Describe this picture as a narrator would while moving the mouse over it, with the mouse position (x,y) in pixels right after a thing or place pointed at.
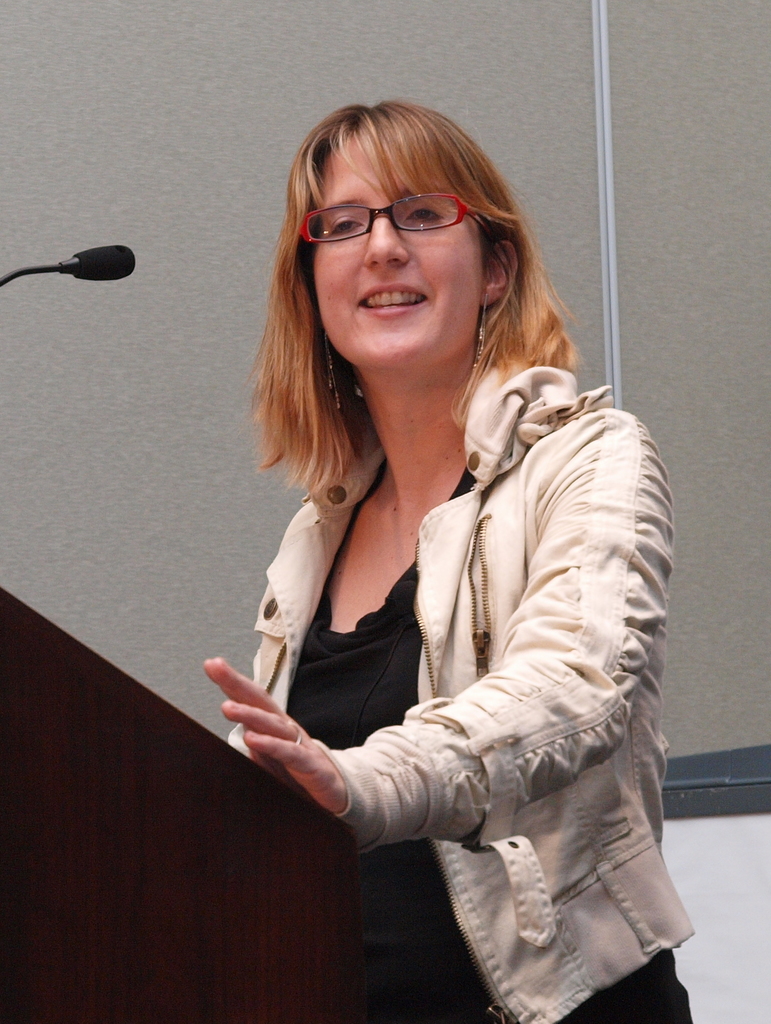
In the image in the center (344,376) we can see one woman (393,588) standing and she is smiling, which we can see on her face (462,298). In front of her, there is a microphone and wooden stand (61,670). In the background (588,88) we can see wall (735,466), board (720,833) and pipe (611,216).
